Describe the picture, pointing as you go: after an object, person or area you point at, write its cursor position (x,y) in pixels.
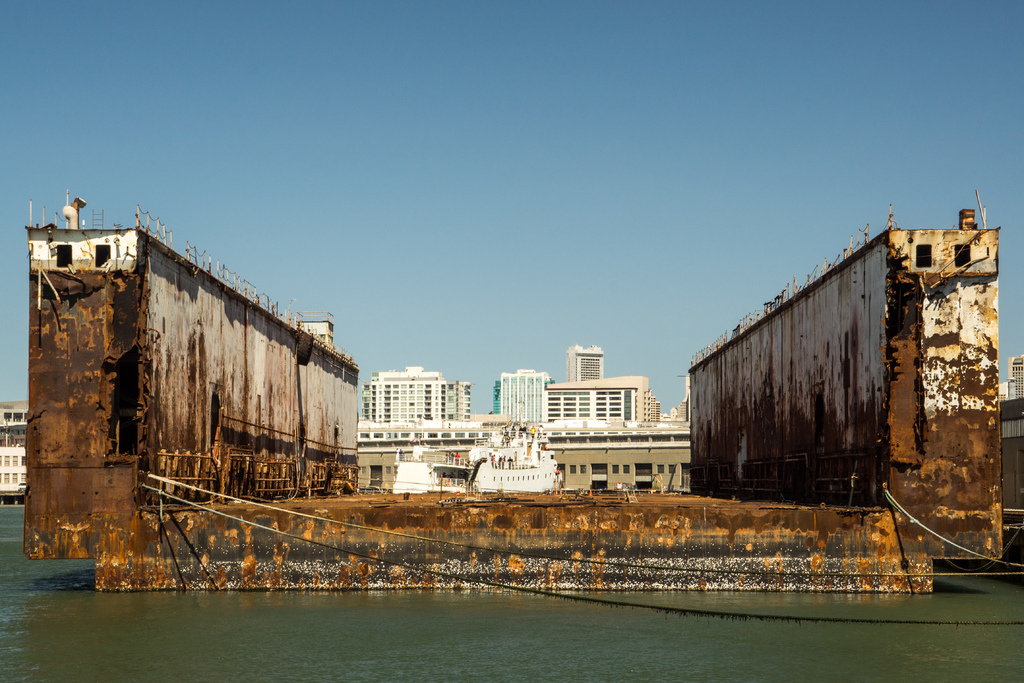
In this image we can see buildings (447,428), there are ships (489,472), also we can see the water (179,635), also we can see the sky (515,362).
